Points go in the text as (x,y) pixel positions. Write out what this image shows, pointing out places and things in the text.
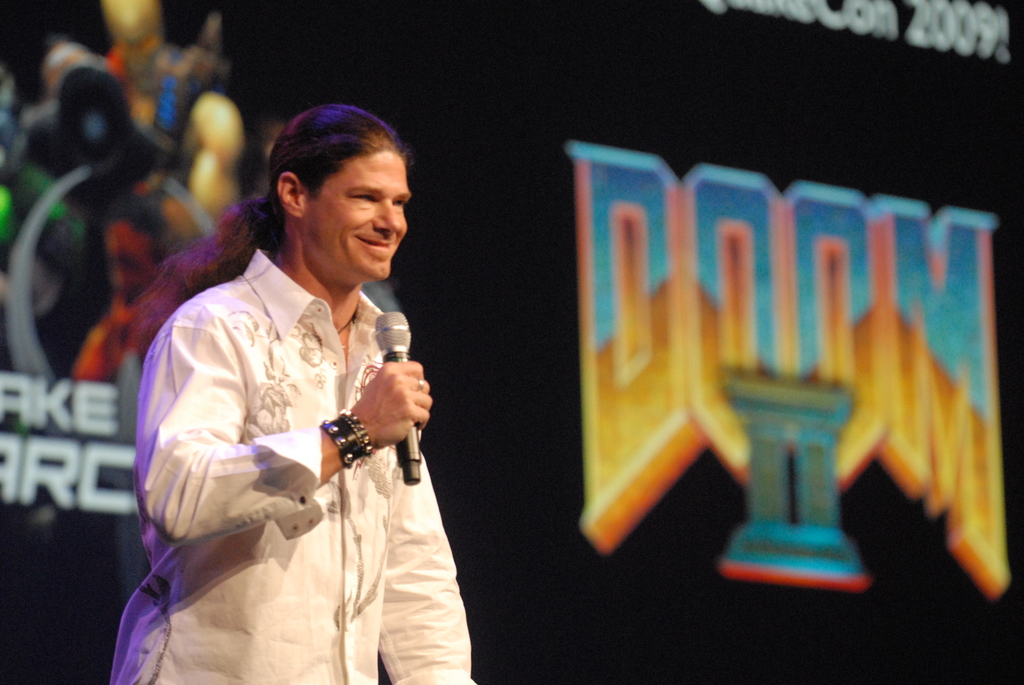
In this image we can see a person (318,372) is standing and wore a white color dress (267,468) and holding a mike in his hand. In the background of the image (821,462) we can see a poster (777,603) on which some text (949,518) was written but it is in a blur.
